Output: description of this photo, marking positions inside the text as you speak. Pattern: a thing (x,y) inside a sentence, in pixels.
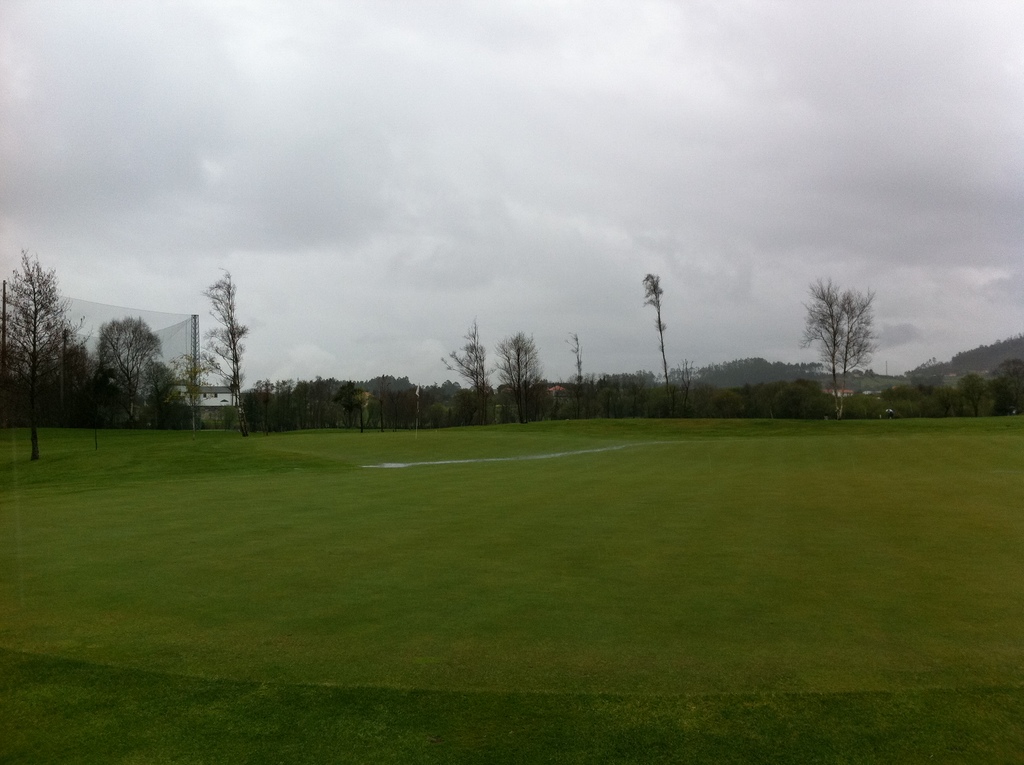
In this image we can see grassy land (333,541). There is a mesh (163,354) on the left side of the image (185,333). In the background (24,400), we can see trees (531,412). At the top of the image (666,131), we can see the sky (523,197) with clouds (143,223).
